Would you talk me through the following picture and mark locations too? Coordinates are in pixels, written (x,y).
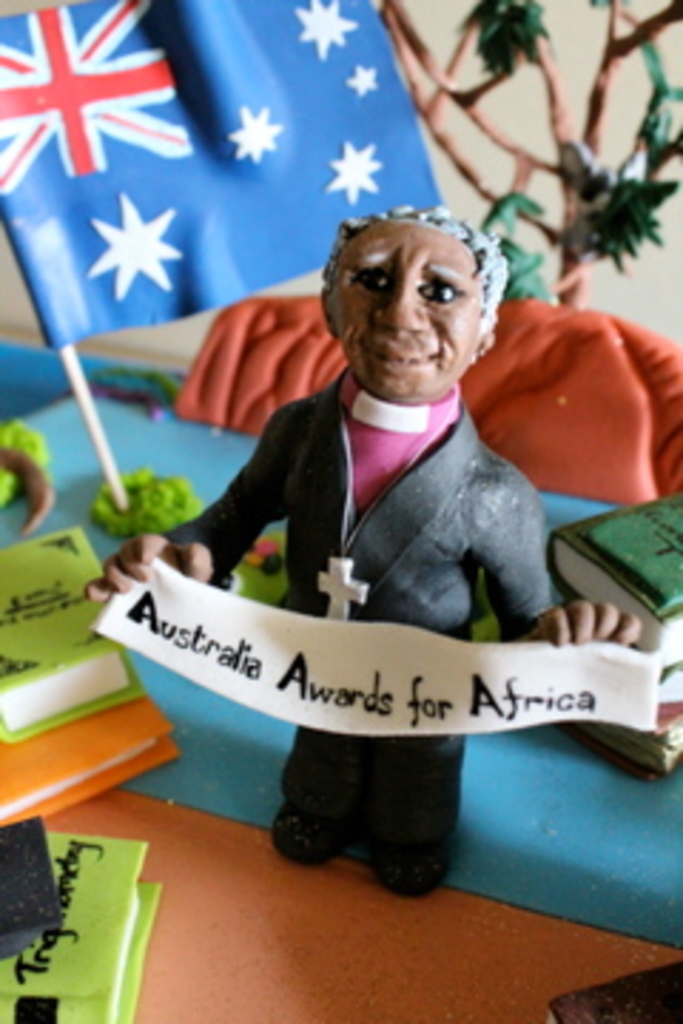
In this picture we can see miniature of a man (406,517), flag (142,74), books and few other things (267,379).
